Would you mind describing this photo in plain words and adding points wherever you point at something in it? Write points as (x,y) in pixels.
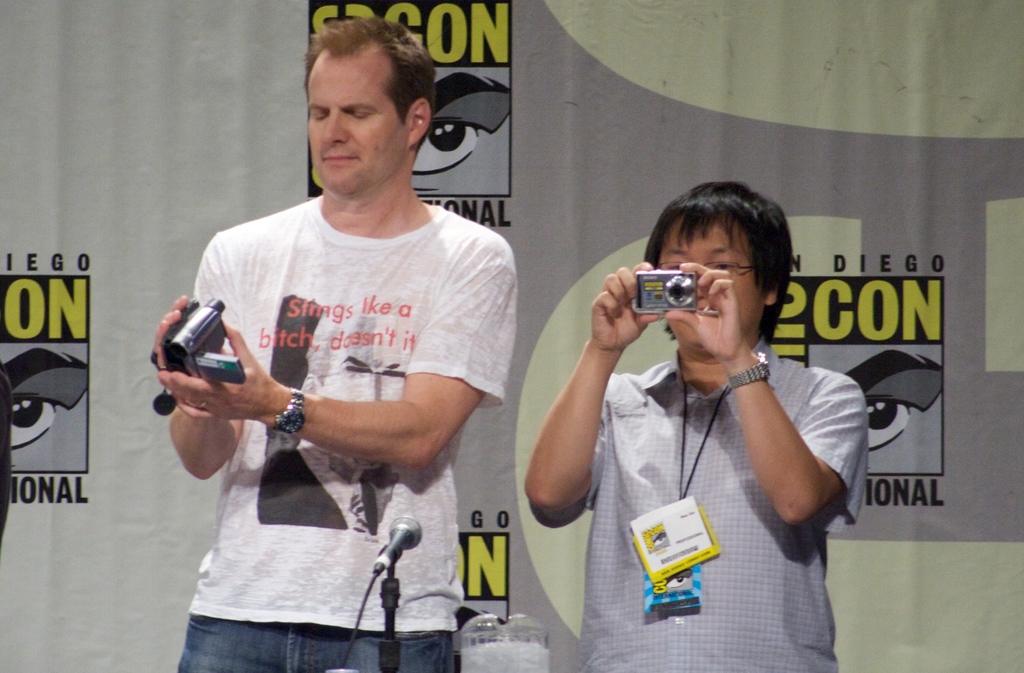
In this picture I can observe two men (418,261) holding cameras (216,365) in their hands (212,382). In front of them there is a mic (395,531) in the bottom of the picture (364,599). In the background (573,657) I can observe flex (454,153).
